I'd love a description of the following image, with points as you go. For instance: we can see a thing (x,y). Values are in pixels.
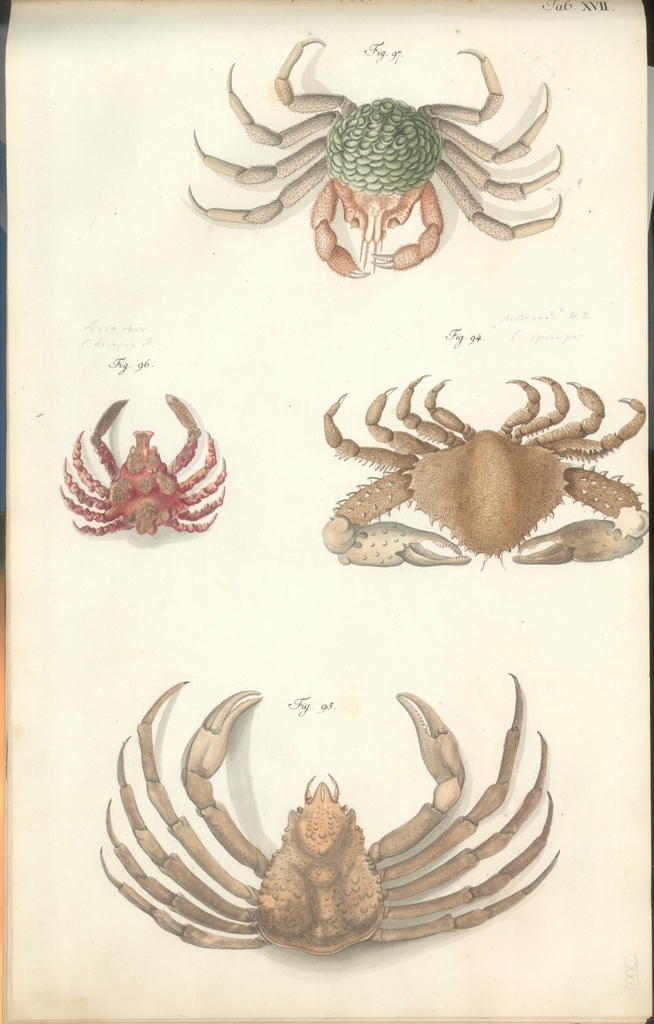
In the image on the paper (109,276) there are different kinds of crabs (334,899). And also there is something written on it.
